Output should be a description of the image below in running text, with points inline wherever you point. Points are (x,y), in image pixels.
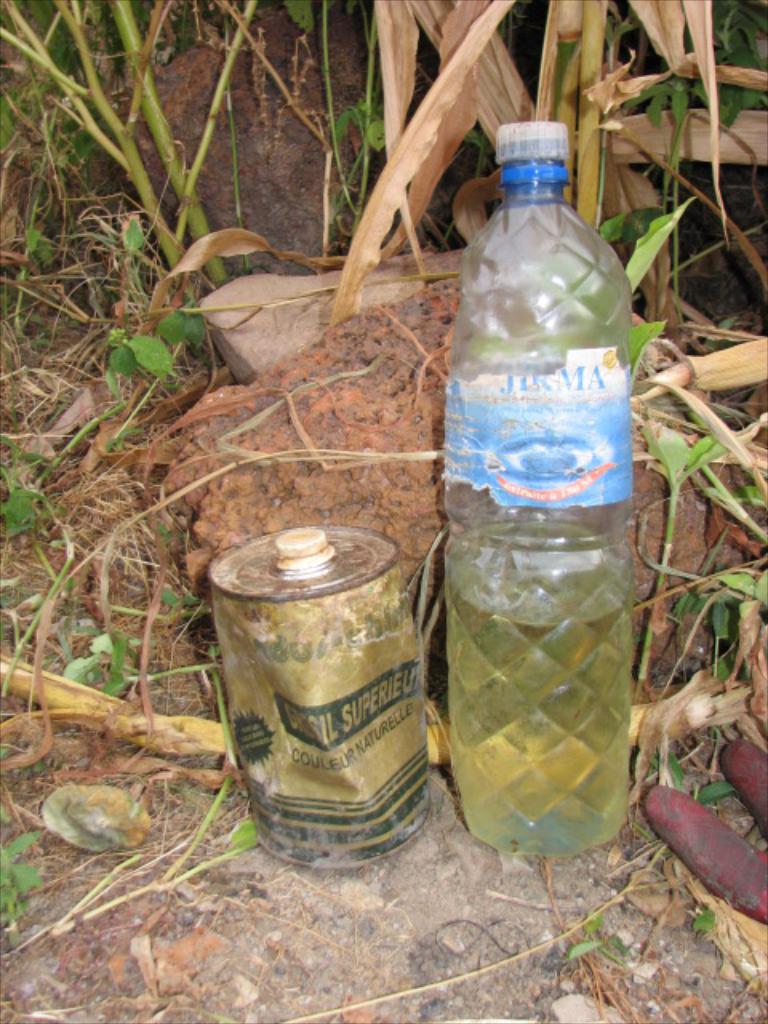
In this picture there's a water bottle (484,814) and a can (393,817) and in the backdrop (216,249), there is a rock (280,183) and some plants (463,83).
